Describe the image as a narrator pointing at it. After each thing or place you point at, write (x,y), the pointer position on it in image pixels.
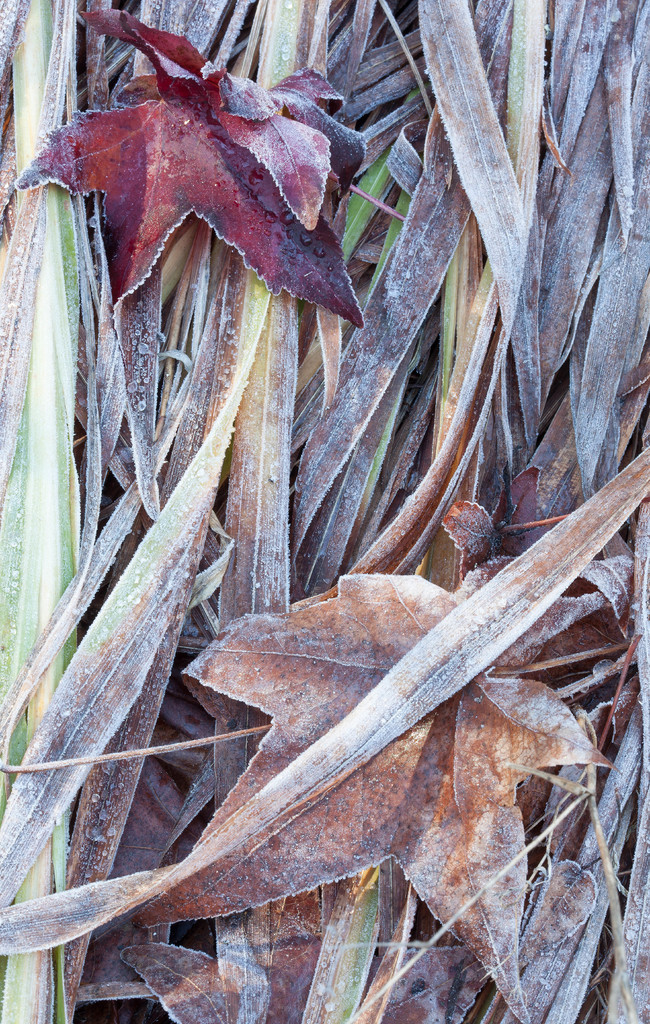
In this image we can see leaves (277,780).
